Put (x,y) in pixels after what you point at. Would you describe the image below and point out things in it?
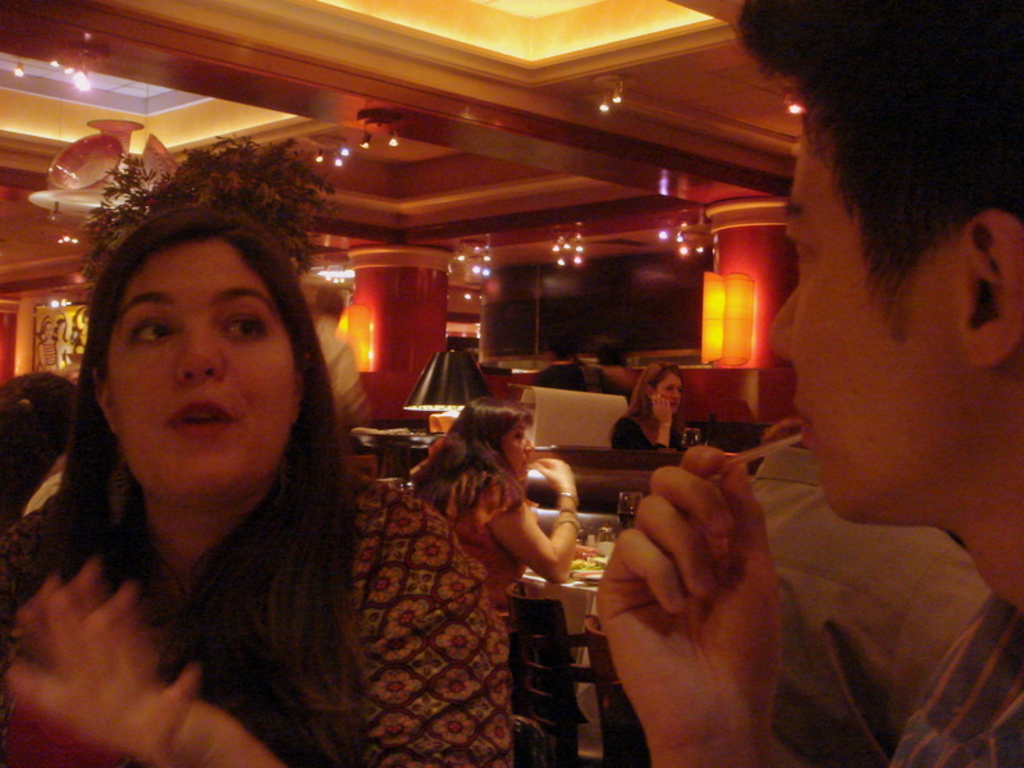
In this image we can see electric lights (75,78), wall hangings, bed lamp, tables (582,552), glass tumblers (626,522), food (578,569), chairs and persons (291,565) sitting on the chairs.
